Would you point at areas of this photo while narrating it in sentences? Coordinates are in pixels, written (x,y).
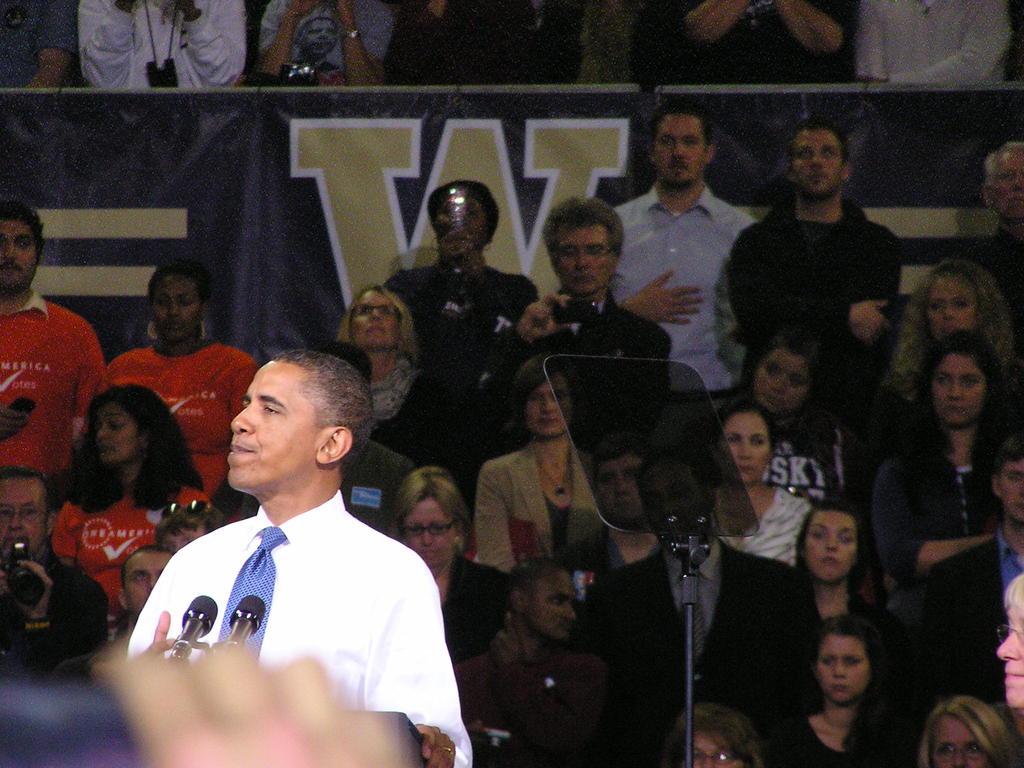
In this image we can see a person (361,575) standing near a speaker's stand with mics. On the backside (457,236) we can see a stand (705,507), people (553,482) sitting on the chairs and a board (437,154).
